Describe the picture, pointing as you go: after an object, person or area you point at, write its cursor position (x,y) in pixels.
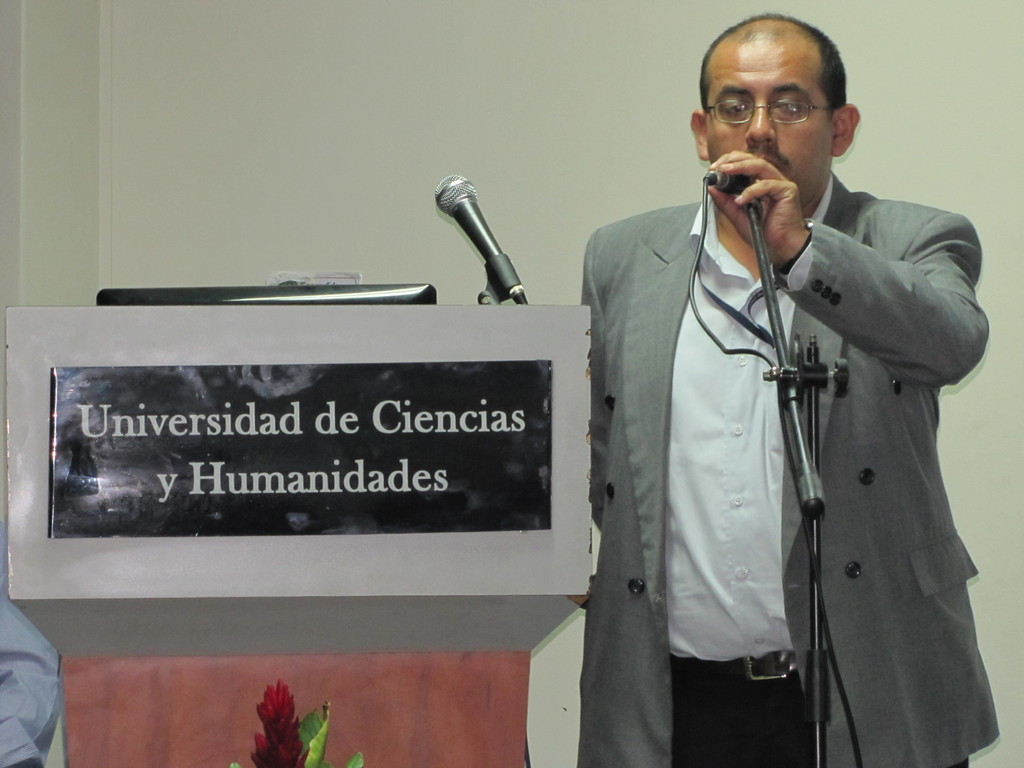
In this image i can see a man (797,165) standing holding a micro phone (754,179), at the left (76,559) there is a podium (401,369) and the micro phone (480,236) at the back ground (525,108) there is a wall (414,202).
